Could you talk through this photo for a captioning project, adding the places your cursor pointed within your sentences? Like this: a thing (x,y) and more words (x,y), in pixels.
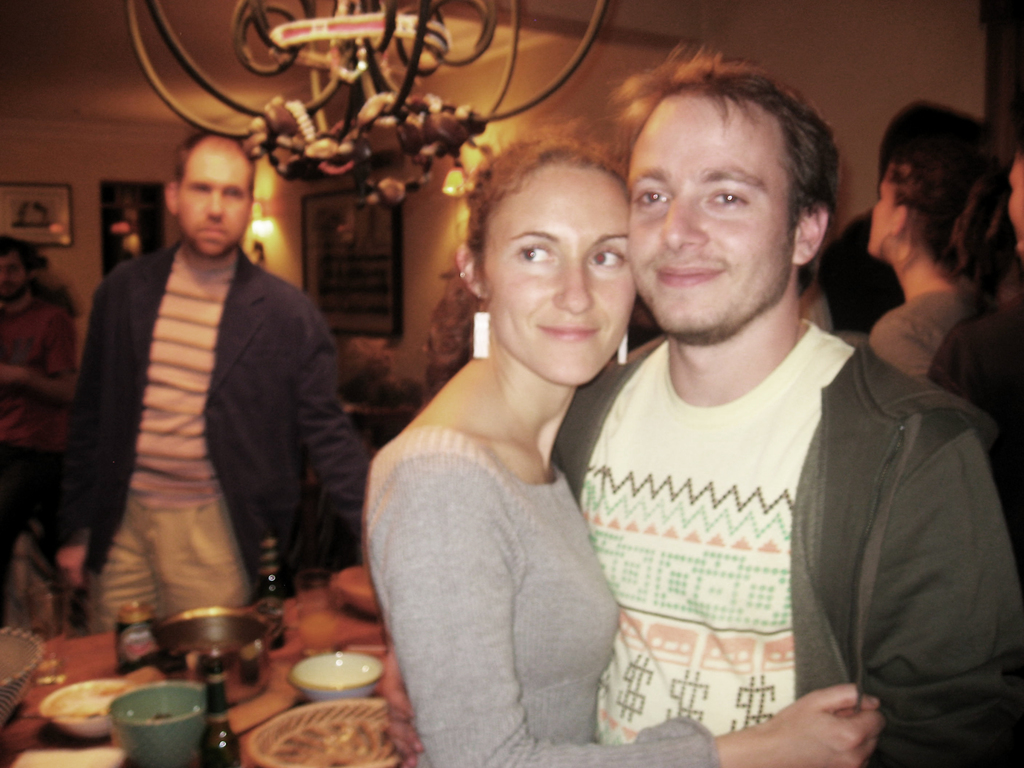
In this picture I can see there is a man (830,482) standing and he is wearing a coat (822,511), is a woman (553,473) standing beside him, both are smiling and there is a table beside them and there are few utensils (162,695) placed on it. There are a few people (922,148) standing in the backdrop (930,168) and there is a man (91,337) standing behind the table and there are few photo frames (362,230) arranged on the wall (346,226) and there is a light (303,115) attached to the ceiling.
